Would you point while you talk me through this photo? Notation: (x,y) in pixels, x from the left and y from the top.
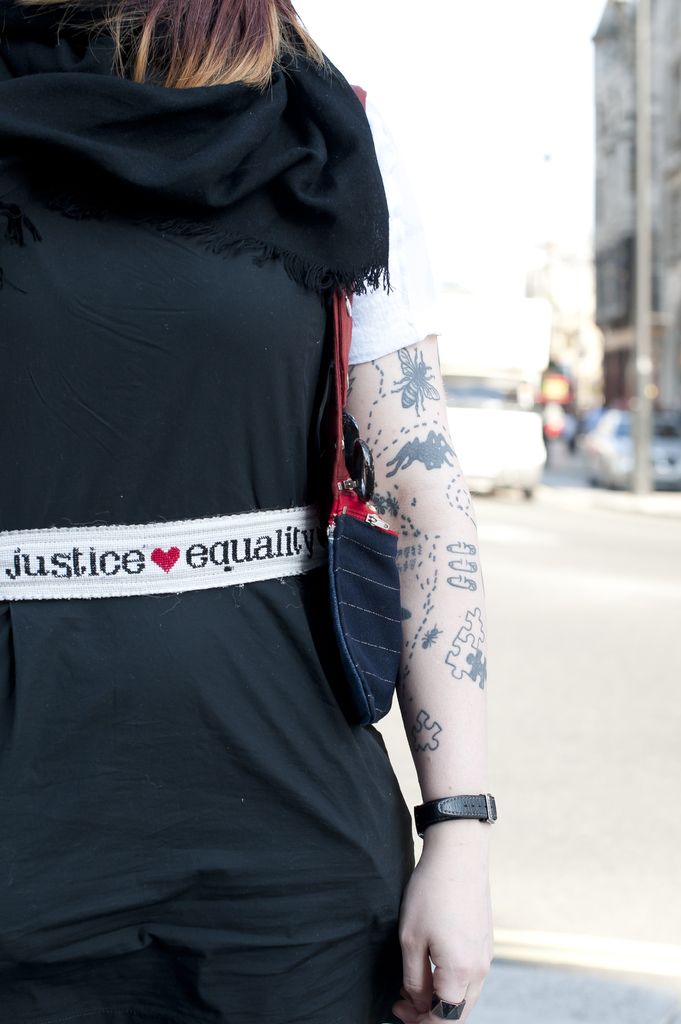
In the foreground (345,471) I can see a person (488,880) on the road (515,918). In the background (672,359) I can see vehicles (528,486), light pole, buildings (624,353) and the sky (522,246). This image is taken may be during a day.
